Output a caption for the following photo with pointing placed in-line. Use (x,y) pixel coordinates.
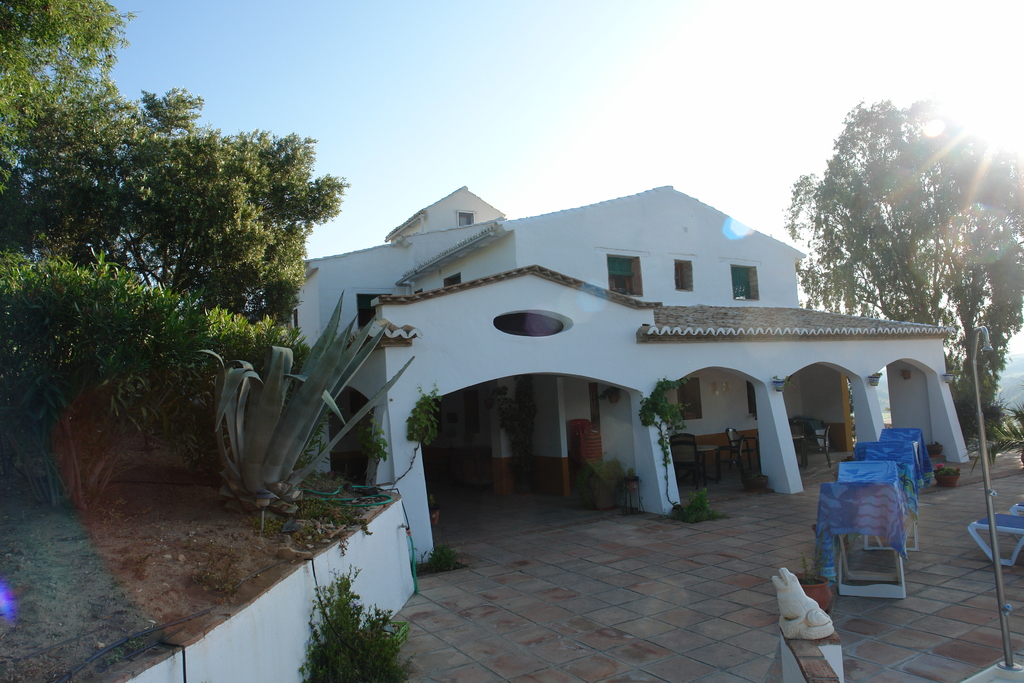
In the foreground (360,360) I can see grass (394,658), plants (369,658), trees (974,252), building (876,366), windows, light pole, table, wall paintings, clothes (831,537), chairs (838,561) and creepers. In the background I can see mountains (1008,383) and the sky (492,182). This image is taken may be during a sunny day.
